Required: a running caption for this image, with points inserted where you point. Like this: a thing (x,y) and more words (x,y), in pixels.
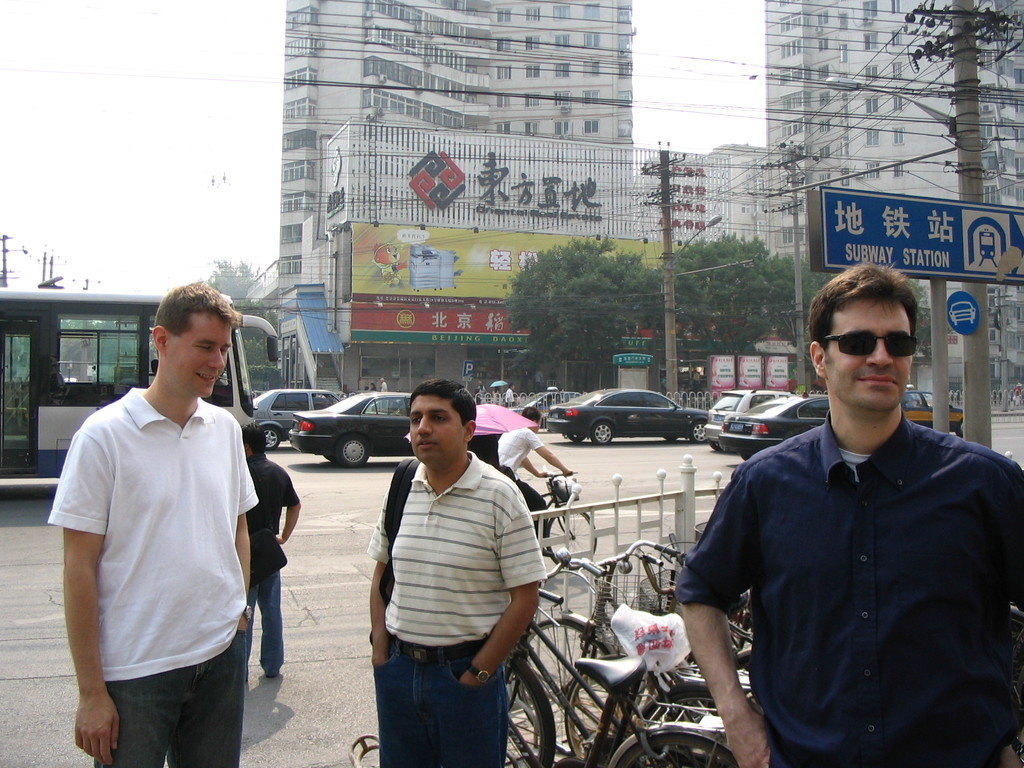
In this image i can see there are group of people (410,644) standing on the road (339,494). I can also see there are few vehicles (362,409) and buildings (779,6).
